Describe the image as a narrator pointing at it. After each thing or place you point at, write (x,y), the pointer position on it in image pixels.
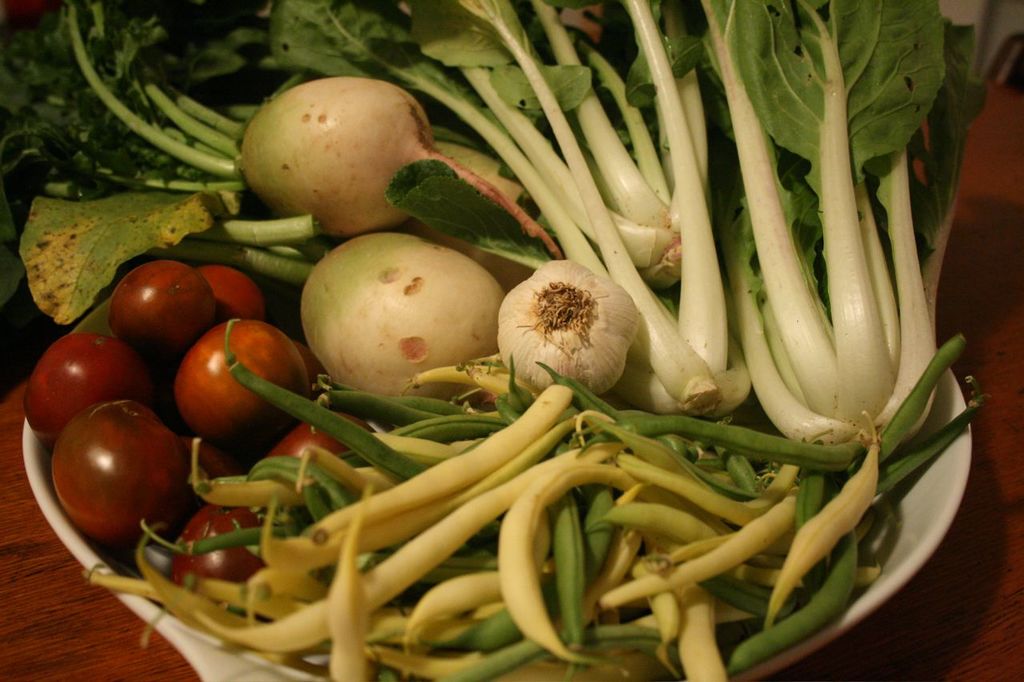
In this image I can see few vegetables (241,404), they are in red, green and white color in the bowl (74,540) and the bowl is in white color. The bowl (70,544) is on the table (47,618).
